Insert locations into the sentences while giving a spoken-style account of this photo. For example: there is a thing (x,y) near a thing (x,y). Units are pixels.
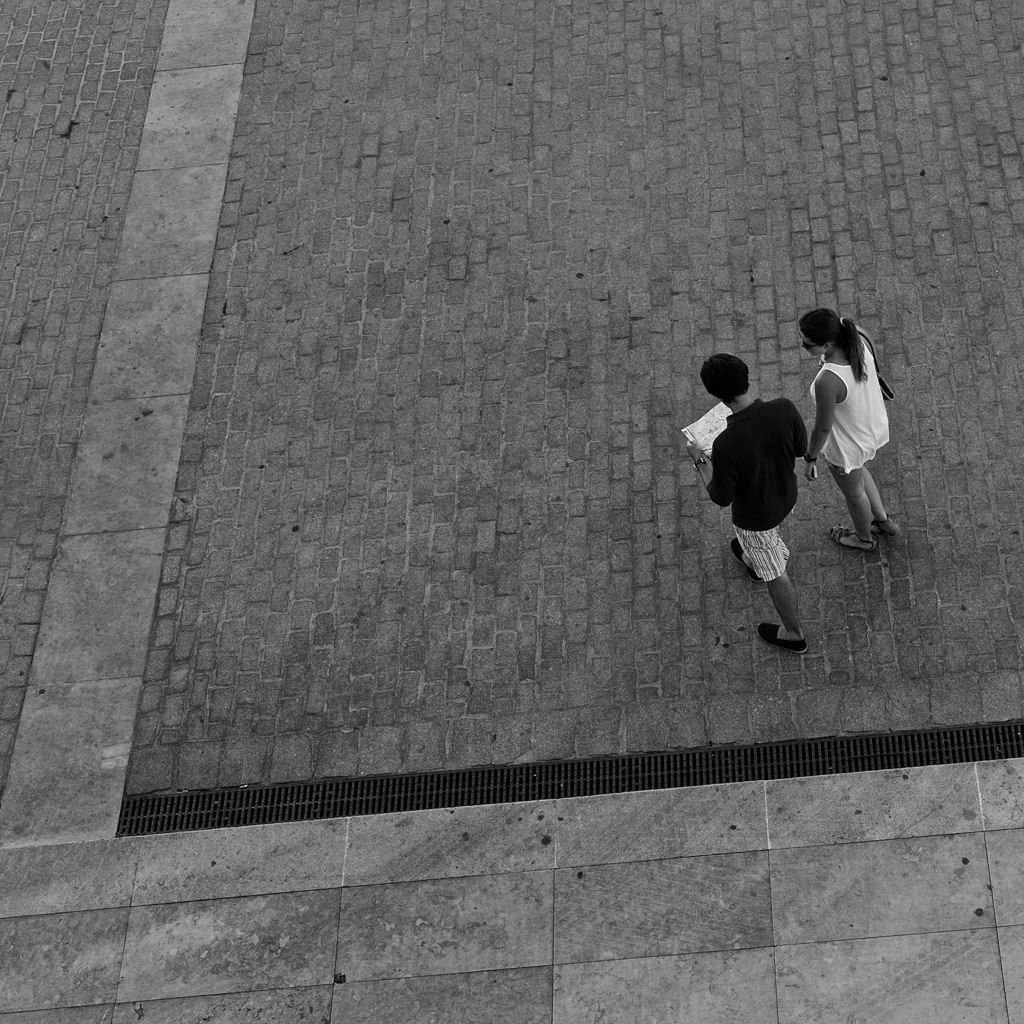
In this image, we can see two people (856,544) walking on the floor (745,646).
